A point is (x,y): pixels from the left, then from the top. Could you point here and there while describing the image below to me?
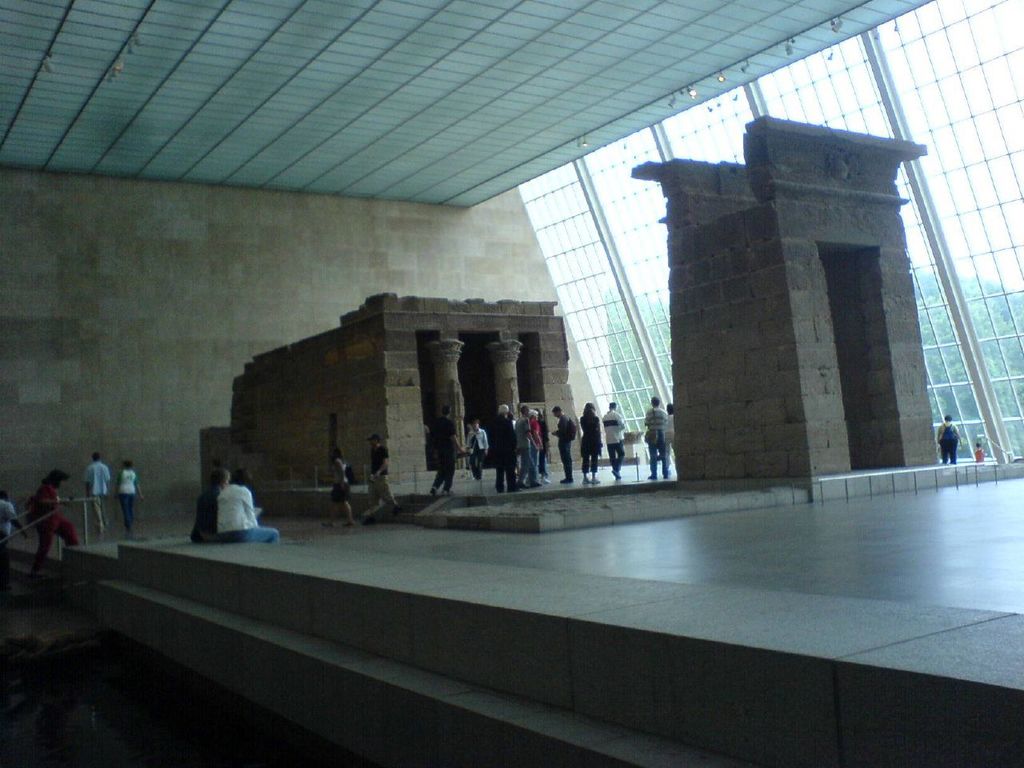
In this picture there are group of people (384,486) walking and there are two persons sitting and there are buildings (490,427). Behind the glass wall (619,266) and there are trees (1001,453). At the top (554,229) there is sky (737,126) and there are lights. At the bottom (897,634) there is a floor (901,567).
